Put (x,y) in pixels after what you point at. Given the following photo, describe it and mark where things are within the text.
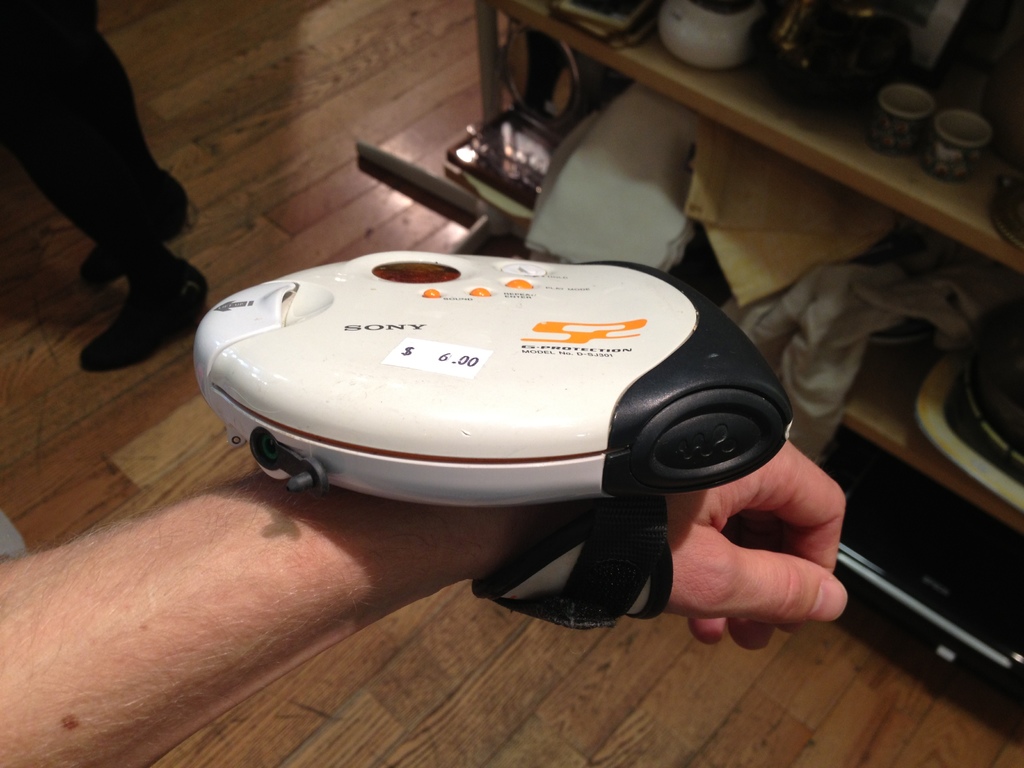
In this picture I can observe a device (554,281) tied to the human hand (281,579). On the right side (705,79) I can observe a shelf (924,175) in which cups (953,148) and clothes (804,340) are placed. In the background (262,195) there is a floor (279,153).
